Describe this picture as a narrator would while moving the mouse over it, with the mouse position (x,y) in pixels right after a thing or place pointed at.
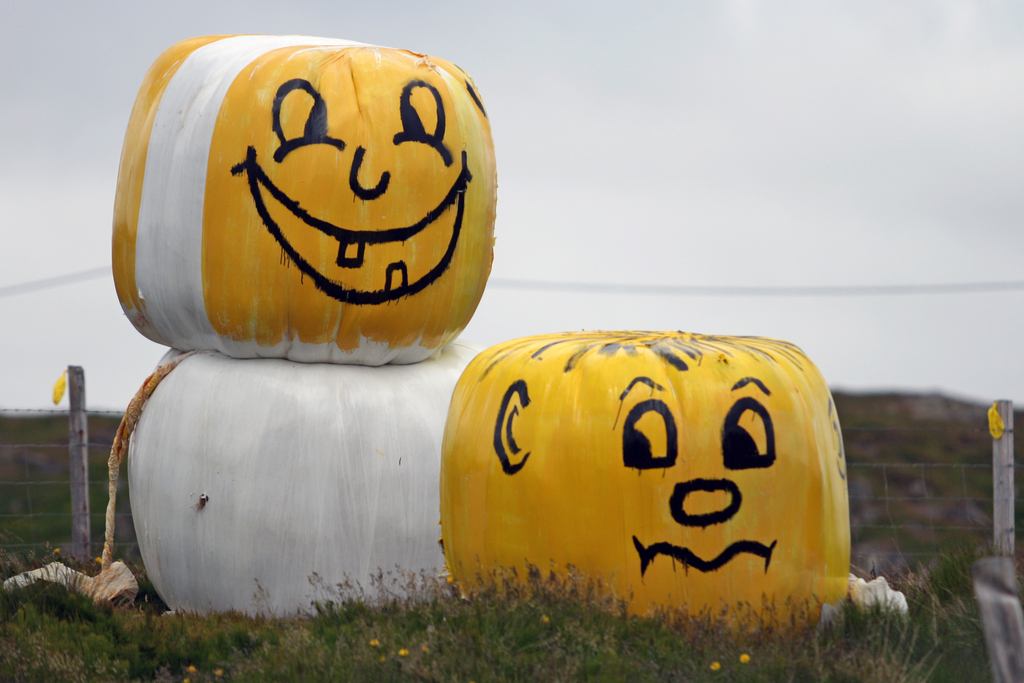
In this image there are three hay bales (421,311) on the grass (989,551), which are painted with yellow, white and black colors, and in the background (1003,492) there is wire fence (1010,511), sky (895,243).
